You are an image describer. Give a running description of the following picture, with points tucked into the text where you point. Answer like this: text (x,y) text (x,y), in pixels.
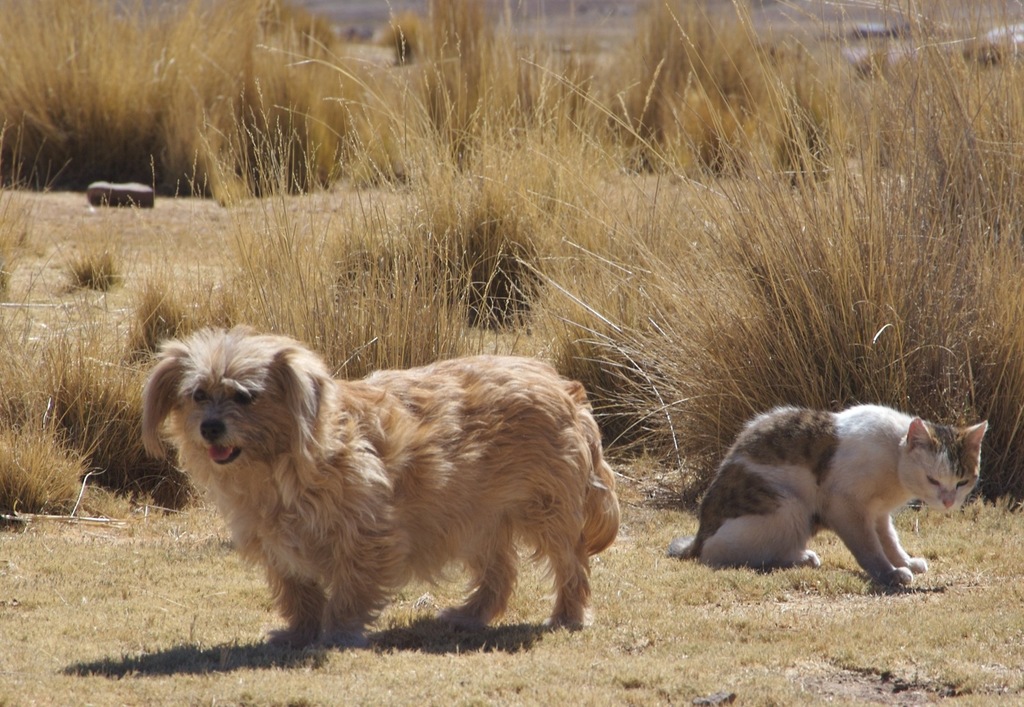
In this image I can see a dog (384,488) which is cream, brown and black in color is standing on the ground (415,591) and a cat (861,488) which is white, black and grey in color is on the ground (823,558). In the background (663,346) I can see the grass (716,297) which is brown in color.
